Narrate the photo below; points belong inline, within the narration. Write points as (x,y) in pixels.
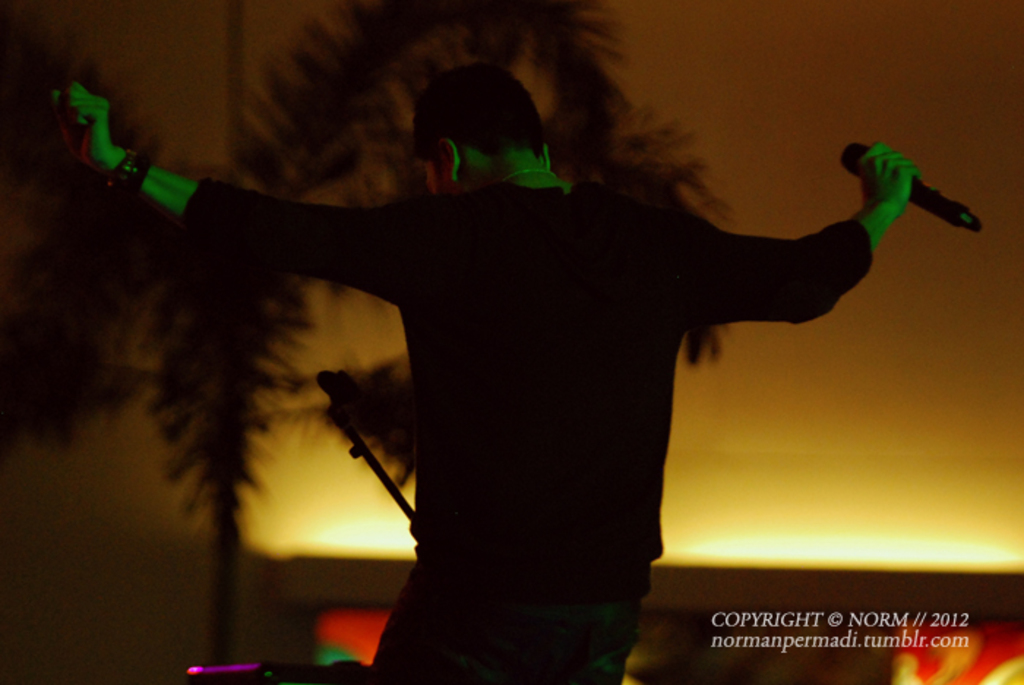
In this image I can see a person (556,470) wearing black colored dress (543,490) is standing and holding a black colored microphone (966,208) in his hand (889,154). In the background (680,72) I can see a tree (310,139) and the orange colored surface (761,100).
